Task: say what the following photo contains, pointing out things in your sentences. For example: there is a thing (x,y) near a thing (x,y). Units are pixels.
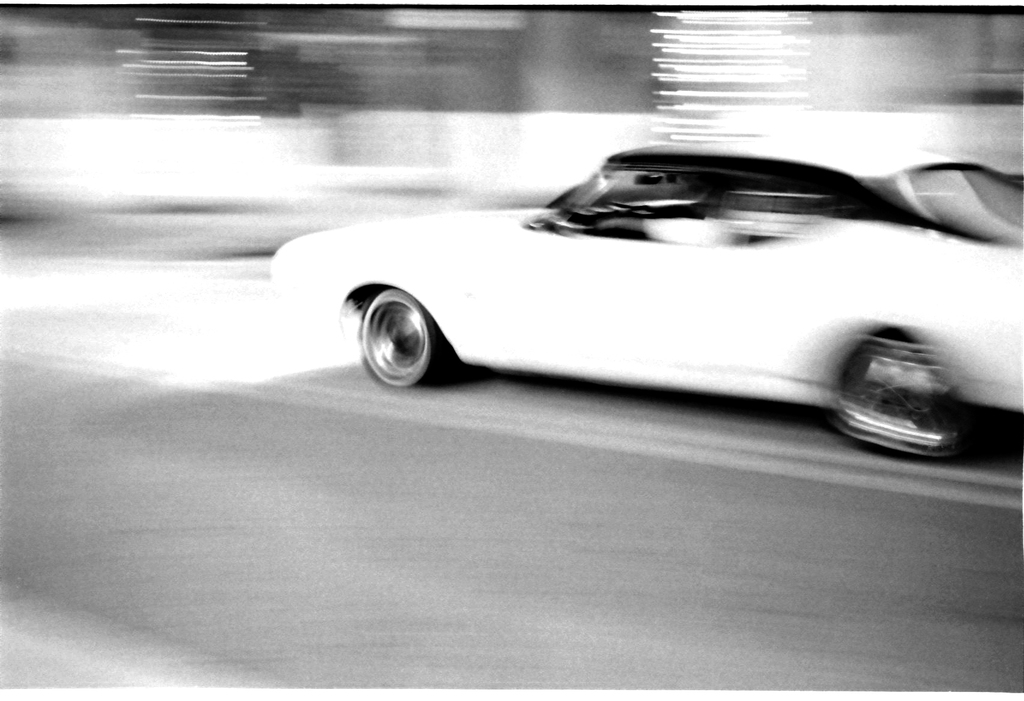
In this image we can see a car (699,274) on the road (573,503) with blurry background (678,120).
